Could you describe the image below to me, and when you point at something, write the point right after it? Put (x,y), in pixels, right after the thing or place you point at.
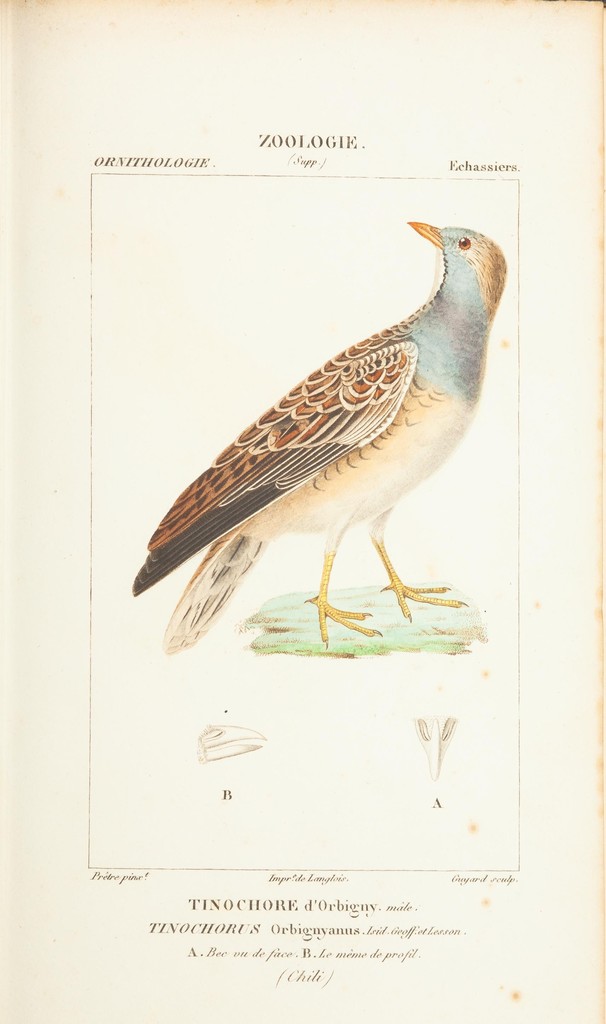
It is a poster. In this image there is a depiction of a bird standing on the grass (312,627) and there is some text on the image.
